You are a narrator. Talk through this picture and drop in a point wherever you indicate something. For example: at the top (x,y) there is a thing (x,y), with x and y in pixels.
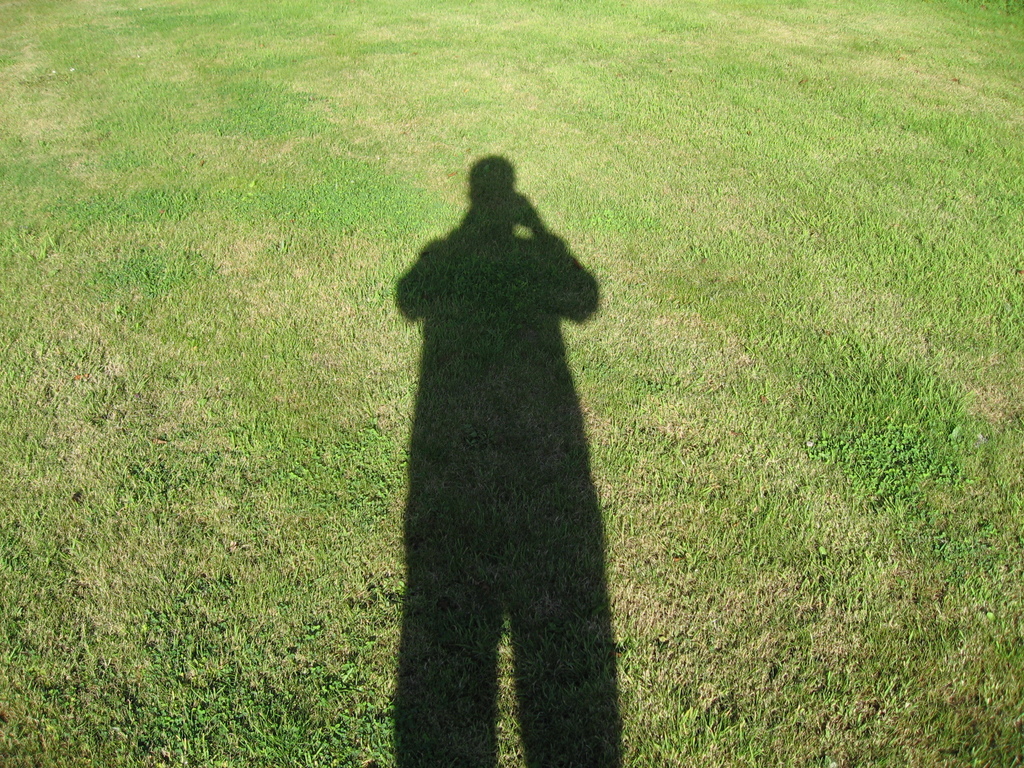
In this image I can see a person shadow (473,279) and the grass (198,358) is in green color.
